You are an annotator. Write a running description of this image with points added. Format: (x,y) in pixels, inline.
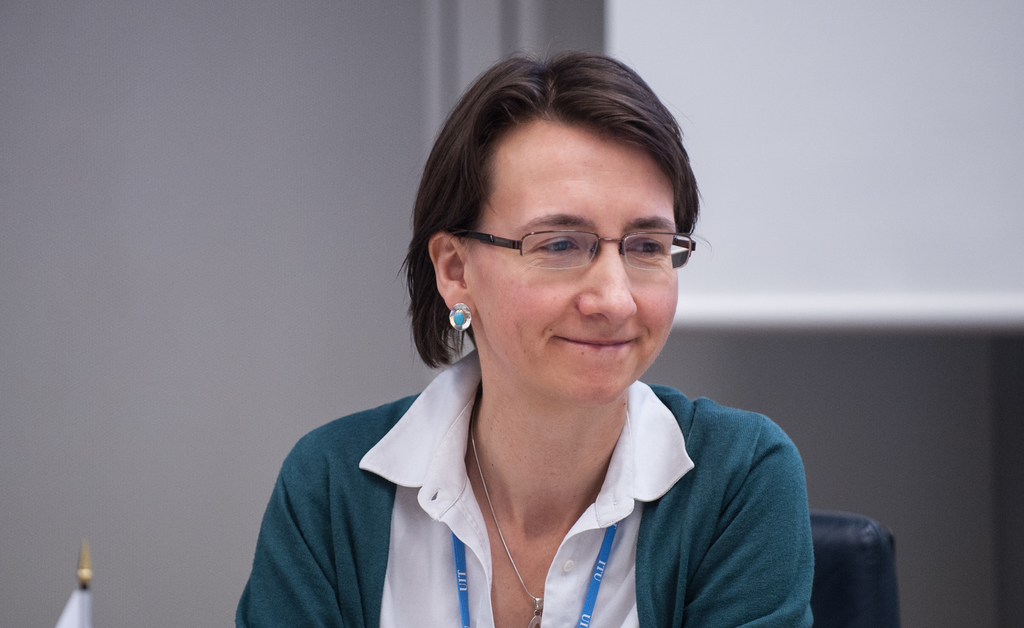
This image consists of a woman (439,469) wearing green jacket (751,461) and white shirt (623,618). She is sitting in a chair (831,580). In the background (914,477), there is a wall (210,288) and a projector screen (818,242).
